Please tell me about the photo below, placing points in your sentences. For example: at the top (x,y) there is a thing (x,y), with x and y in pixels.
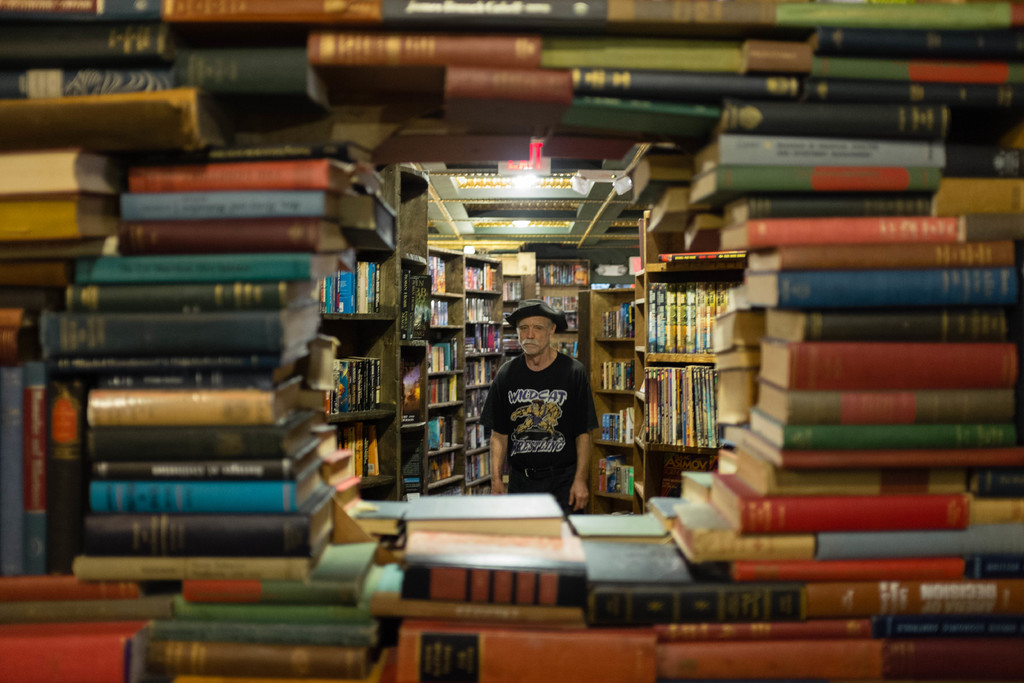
In this image, I can see the man (543,415) standing. He wore a cap (540,316), T-shirt (572,457) and trouser (570,479). These are the books (552,92), which are arranged in an order in the racks (417,343). I think this is a library (474,287).
